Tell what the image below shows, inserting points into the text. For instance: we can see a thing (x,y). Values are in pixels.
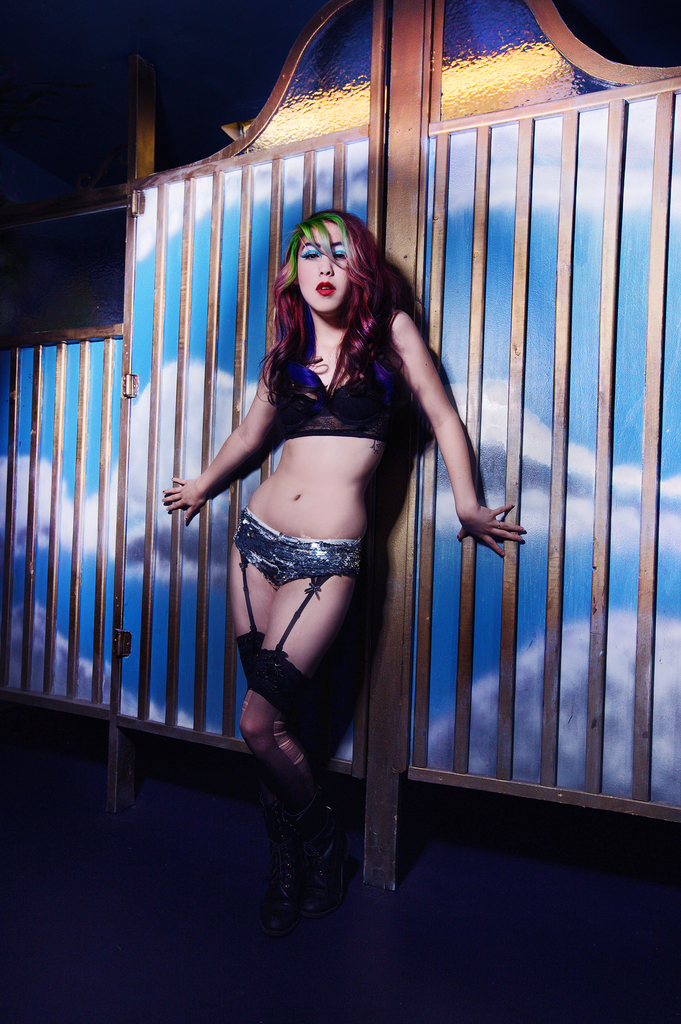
There is a woman (352,364) in bikini (351,396) standing and leaning on fencing (148,245). And the background (671,9) is dark in color.
